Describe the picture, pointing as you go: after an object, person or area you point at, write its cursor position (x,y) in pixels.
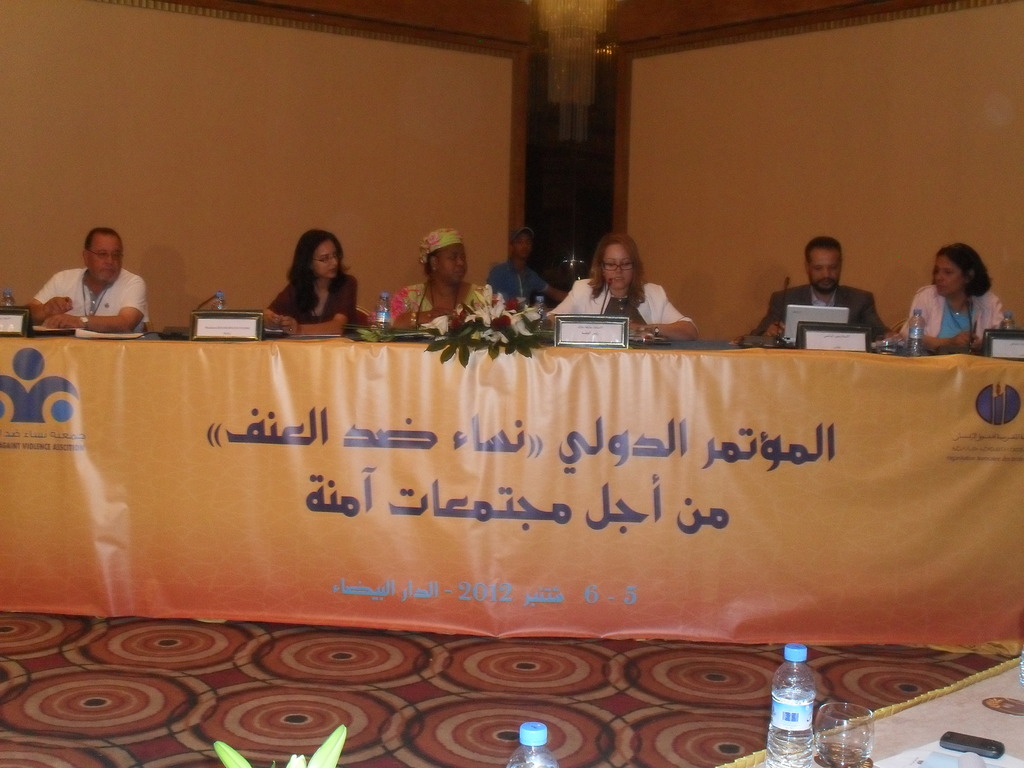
In this image, we can see group of people (934,303) are sat on the chairs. In-front of them, there is a desk (511,376), that is covered with banner (504,495), few items (630,339) are placed on it. At the bottom (1012,685), we can see some table (910,741), bottle (775,725), glasses (815,738), plant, mobile (991,746), papers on the table (977,709) and floor (491,704). At background (749,268), we can see chandelier (572,88) and walls (751,150).
